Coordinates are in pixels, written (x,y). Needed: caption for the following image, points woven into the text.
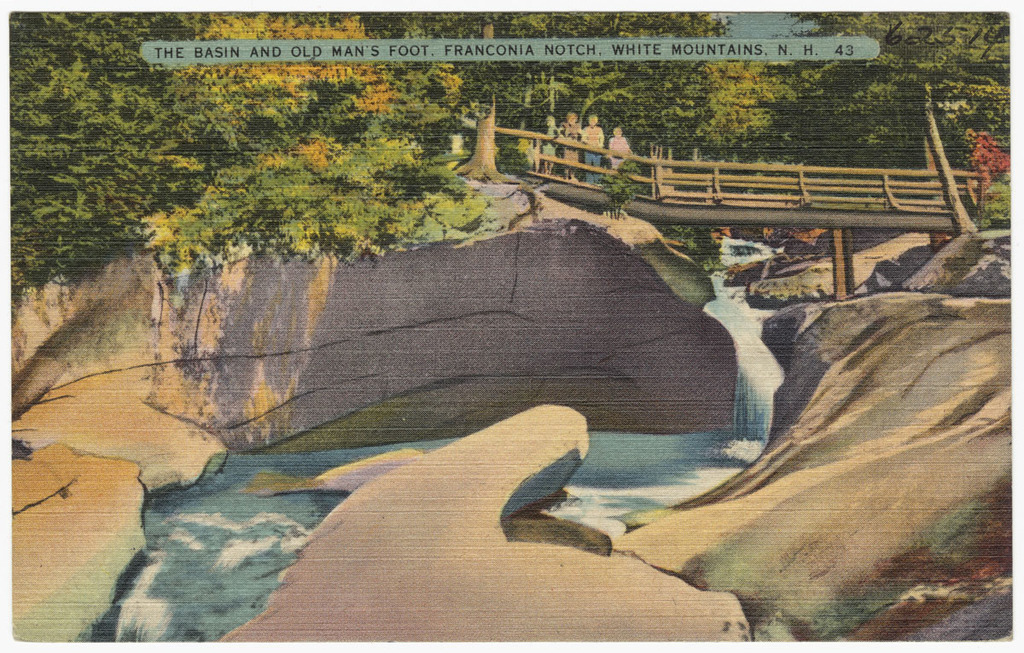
In this image we can see a painting (788,526) of a group of persons (585,158) standing on a bridge (864,198), water (619,486), a group of trees (687,109) and some text (713,60) on it.
